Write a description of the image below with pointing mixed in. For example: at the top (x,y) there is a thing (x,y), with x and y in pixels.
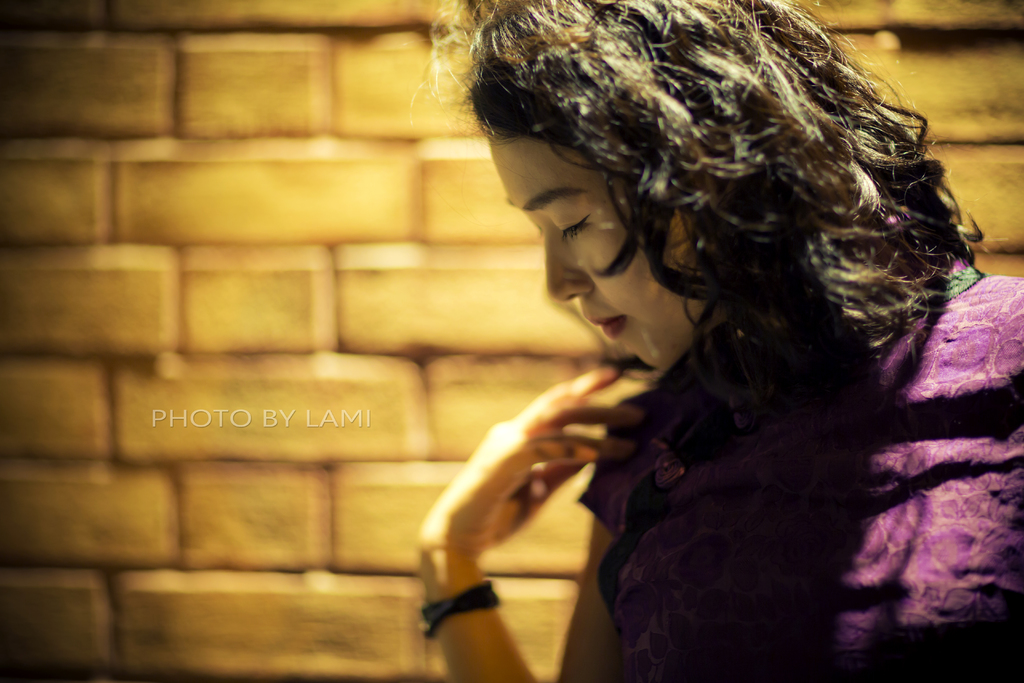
In this image, I can see the woman (775,528) standing. She wore a violet color dress (803,593) and a wrist watch (476,600). This is the wall (300,259). I can see the watermark (331,419) on the image.
